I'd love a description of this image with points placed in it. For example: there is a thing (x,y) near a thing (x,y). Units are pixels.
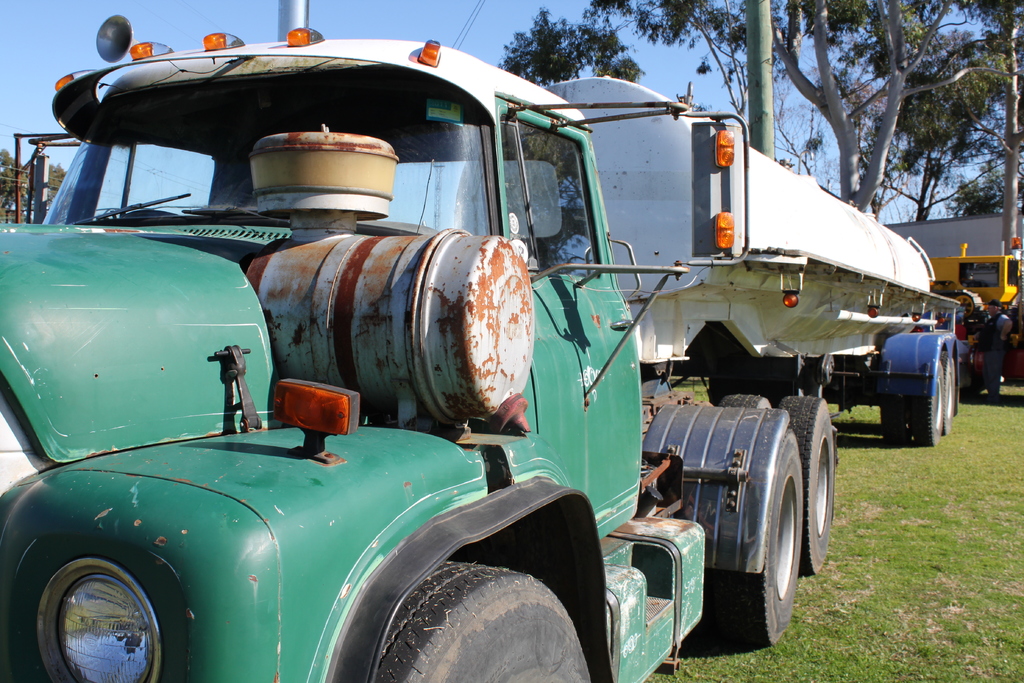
In this picture I can observe a green and white color tanker (591,334) on the ground (889,522). In the background (775,73) there are trees (528,46) and sky (387,15).
